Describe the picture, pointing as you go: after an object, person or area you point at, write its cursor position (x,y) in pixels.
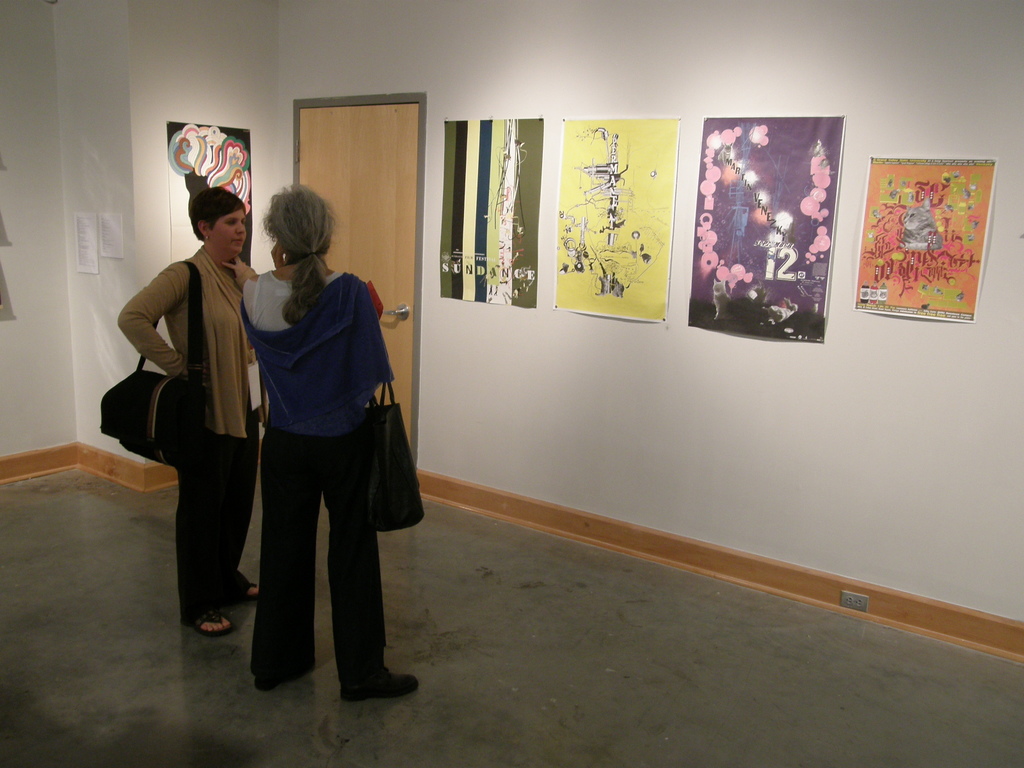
In this image we can see two people (235,460) standing and wearing handbags (402,436), in front of them there are few posters (461,171) and a door (406,194) to the wall (160,153).
